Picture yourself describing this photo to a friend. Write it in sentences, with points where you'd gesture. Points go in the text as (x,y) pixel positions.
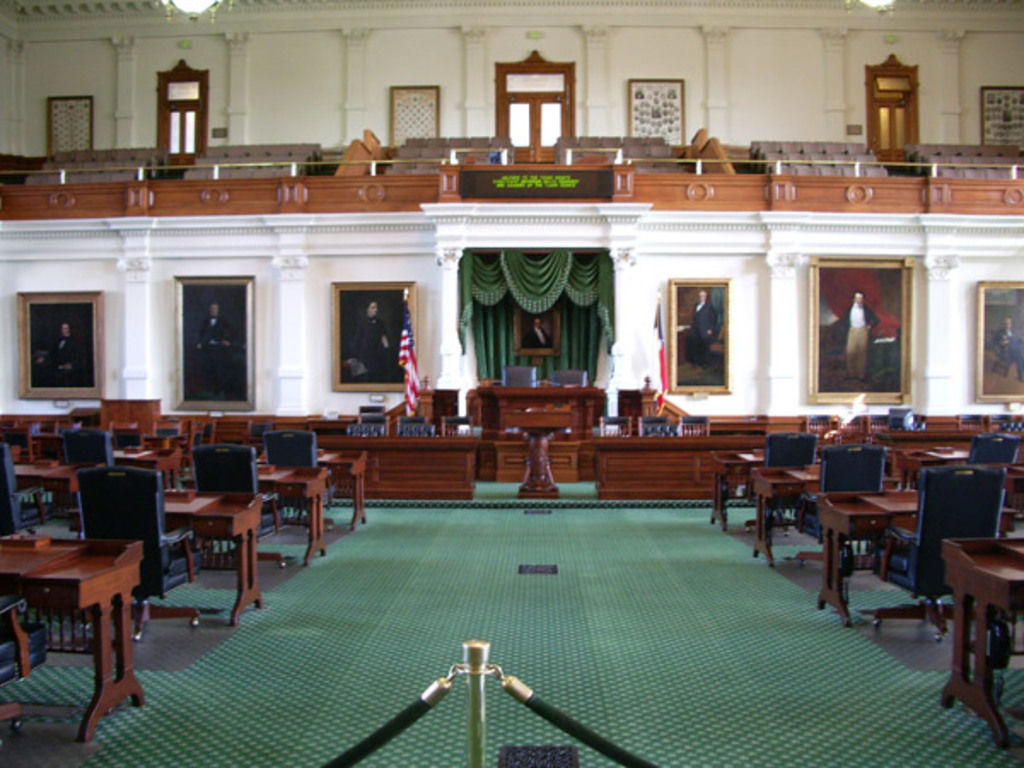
Floor (418,544) with carpet (567,561). Pictures (828,361) are on the wall (796,350). Beside this table (584,402) there are flags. Here we can see chairs (84,459) and tables (450,464). Beside these pictures (63,122) there are windows (517,120).
